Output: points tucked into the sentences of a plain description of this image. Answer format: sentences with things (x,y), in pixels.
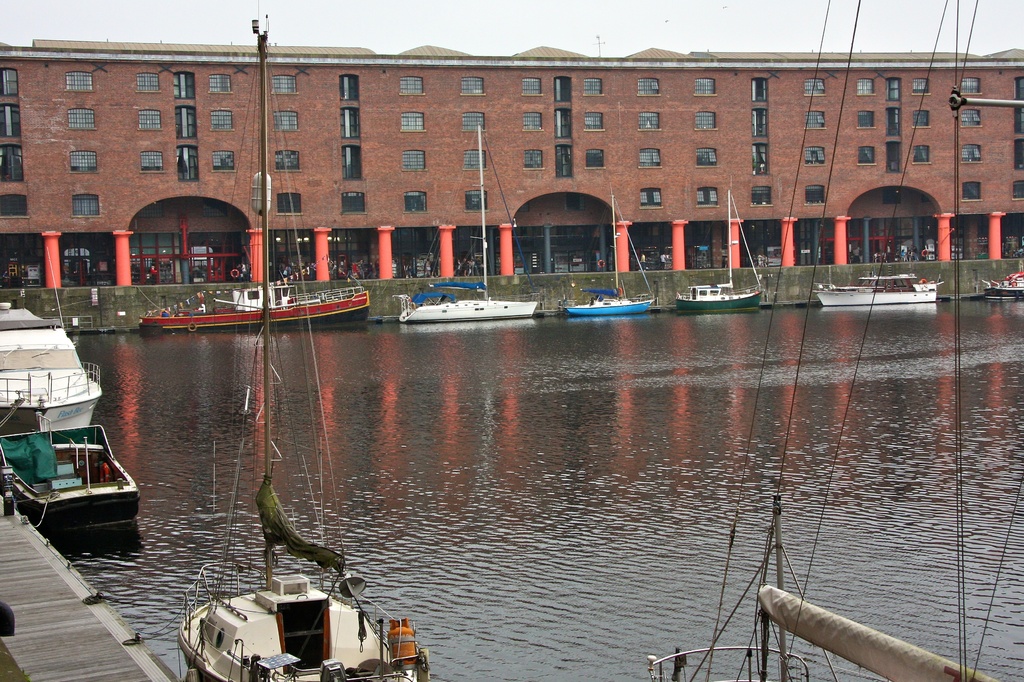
In this picture, we can see a few people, building (637,144) with windows (925,149), pillars (785,220), fencing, boats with poles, water (728,360), wooden path (29,645) and the sky (381,46).
